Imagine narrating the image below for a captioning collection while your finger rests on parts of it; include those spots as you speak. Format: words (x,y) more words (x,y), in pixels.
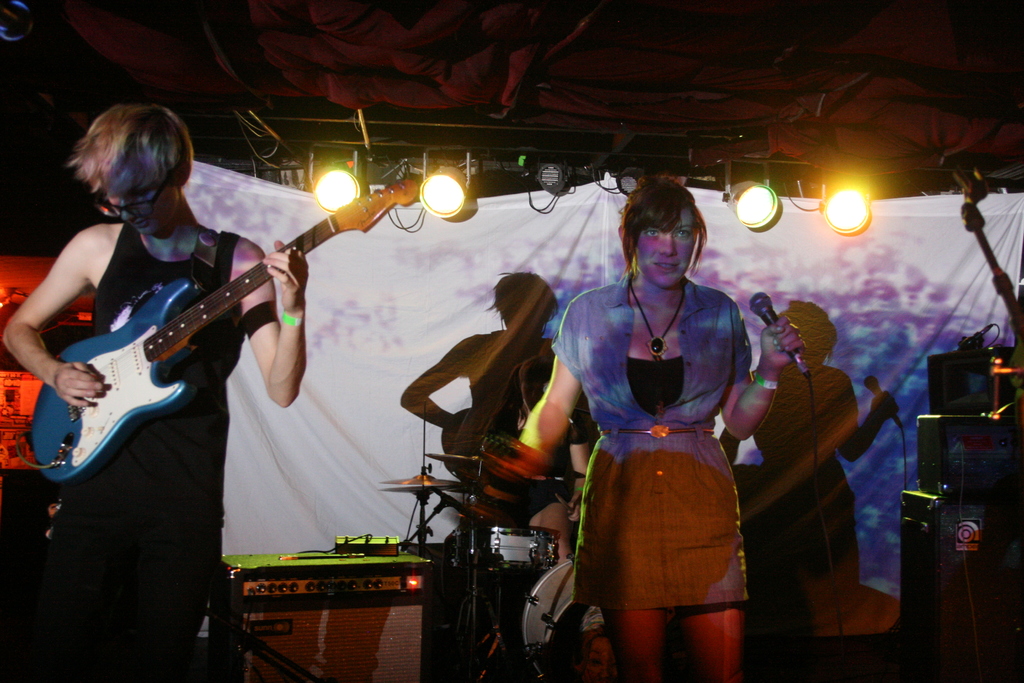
Front this person (178,454) is playing a guitar (139,353) and wore spectacles (122,213). On top (440,195) there are focusing lights (845,206). This woman (698,383) is holding a mic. These are musical instruments (528,613). These are speakers (946,546).
